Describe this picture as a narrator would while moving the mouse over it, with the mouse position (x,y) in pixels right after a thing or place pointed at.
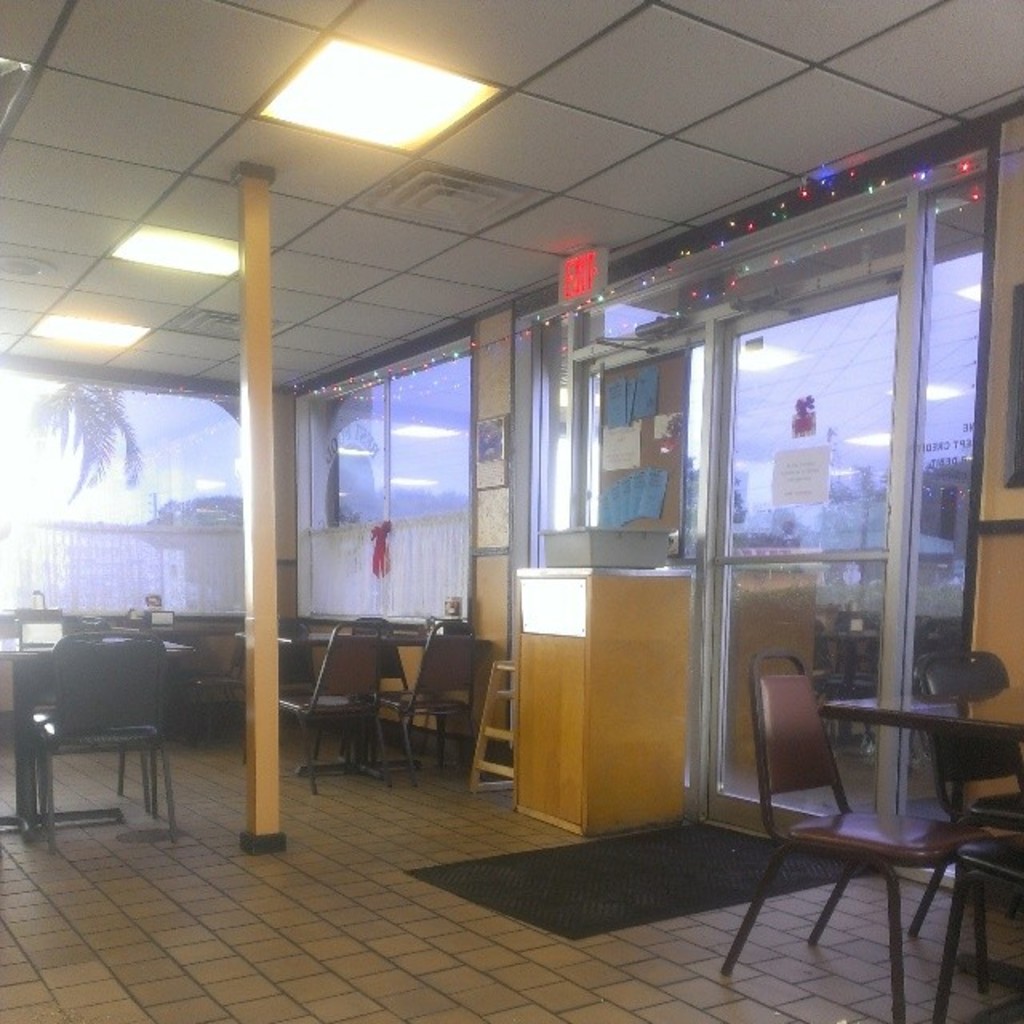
This picture is clicked inside the room (731,849). In the center (443,677) we can see the chairs (341,677), tables (164,645) and there are some objects (33,646) placed on the top of the tables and we can see the roof (556,118), ceiling lights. In the background (769,483) we can see the door (842,493) and some papers (662,438) and we can see the decoration lights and through the glass (171,446) we can see the sky (378,458), trees (93,453) and we can see the curtains (226,531) and many other objects (250,561).
